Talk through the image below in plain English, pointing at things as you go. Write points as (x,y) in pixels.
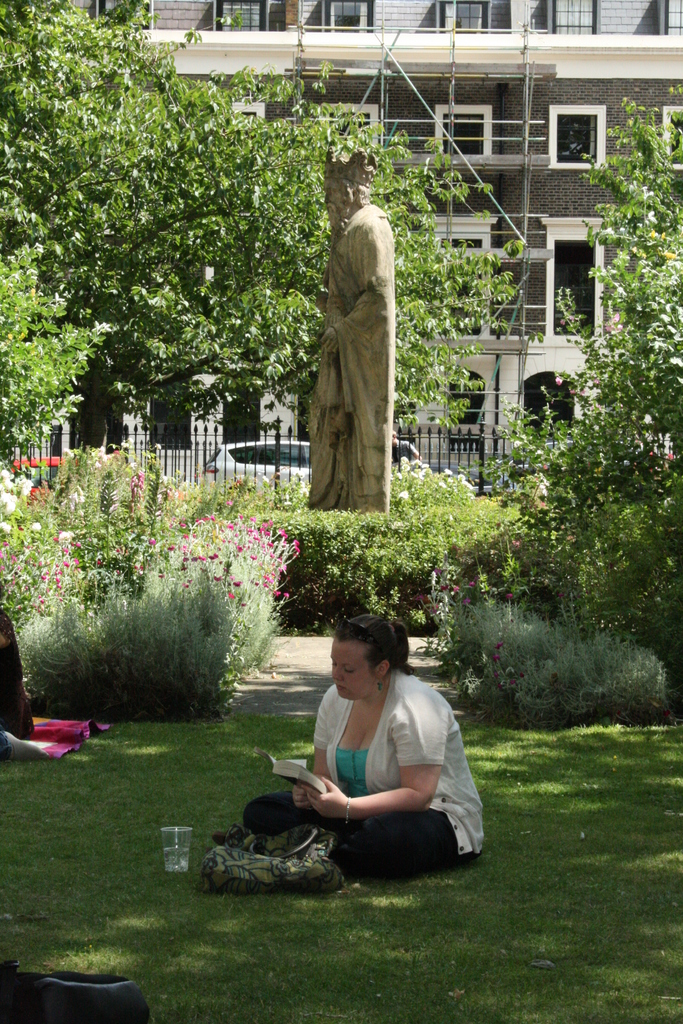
In this image there is a woman (421,760) sitting on a grassland (565,844), holding a book (324,786) in her hand (337,789), in the background (196,656) there are plants (561,577), trees (458,333), statue (328,333), railing (436,450), car (295,460) and a building (632,6).
